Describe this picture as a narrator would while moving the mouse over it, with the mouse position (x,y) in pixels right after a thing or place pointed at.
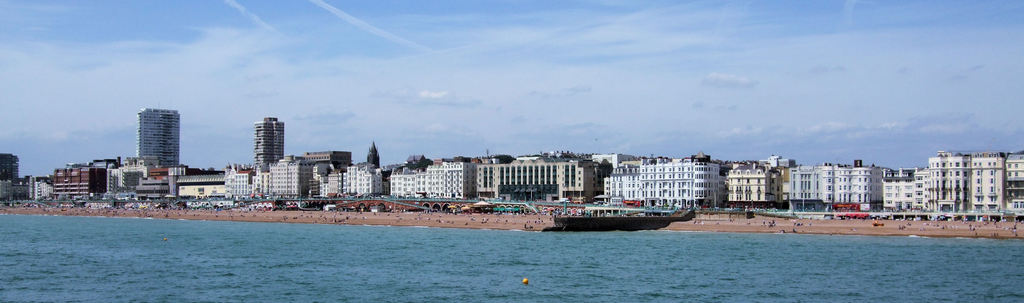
In this image I can see the water (503,260) in blue color, background (613,223) I can see a boat (629,223) on the water (591,236). I can also see few buildings (817,206) in white, brown and cream color and the sky (382,91) is in blue and white color.
